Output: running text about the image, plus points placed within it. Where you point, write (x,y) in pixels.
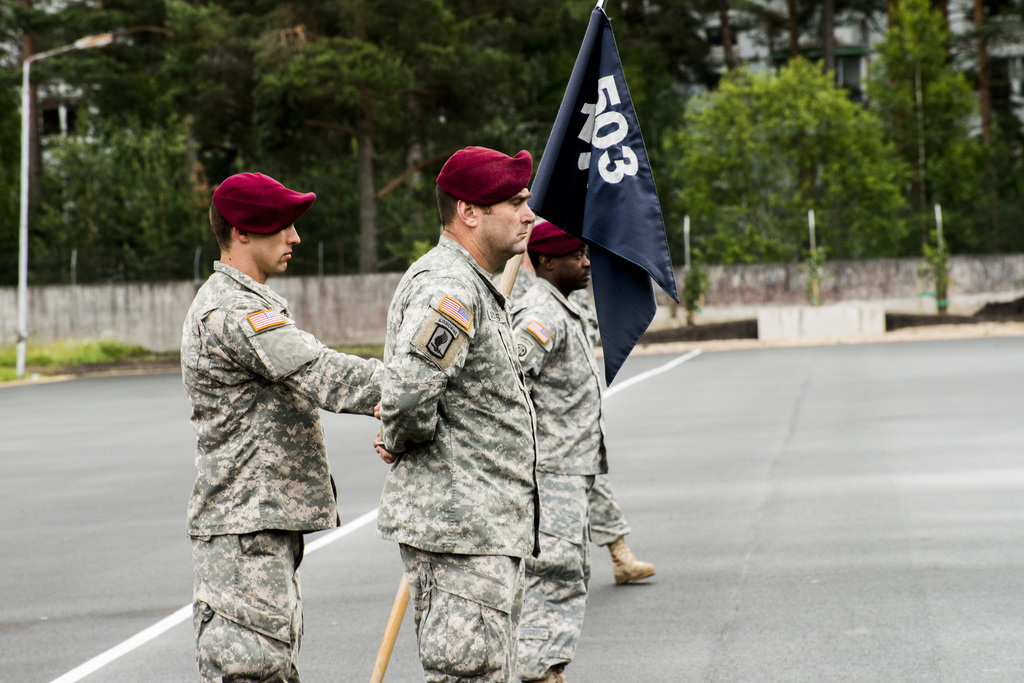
In this image we can see a few persons (435,483) standing on the road (801,561), one of them is holding a flag (600,195). In the background of the image (25,182) there is a utility pole (21,353) and some trees (299,126).
